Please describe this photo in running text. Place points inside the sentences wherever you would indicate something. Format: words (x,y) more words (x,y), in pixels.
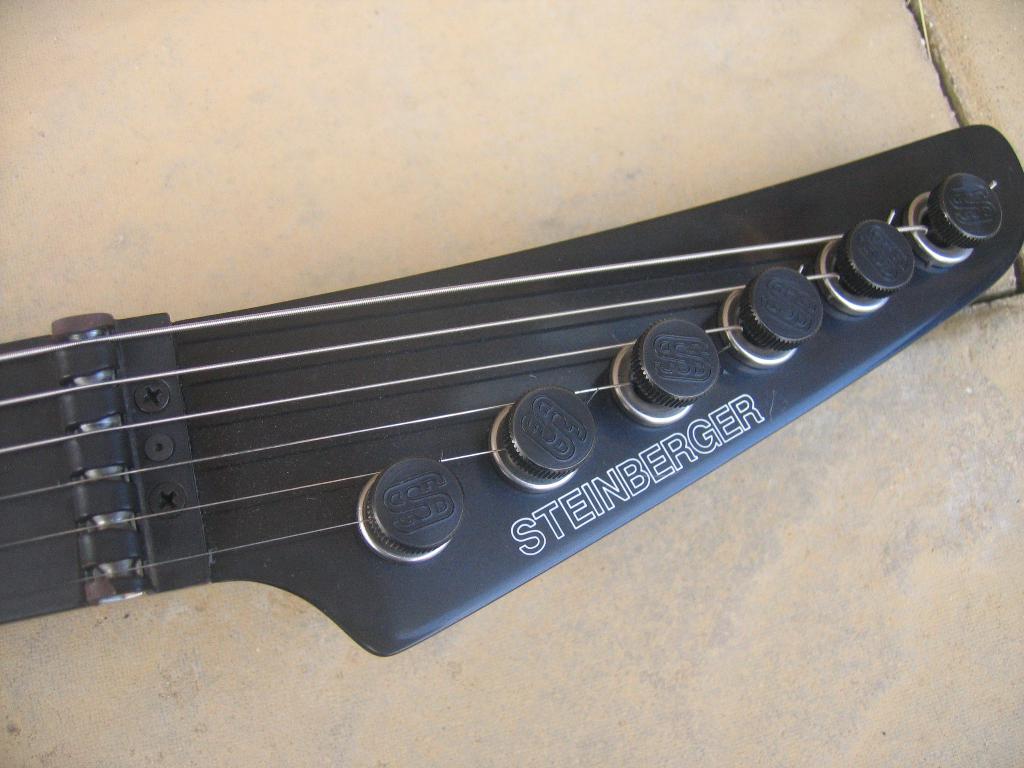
There is a black color guitar (395,391), which is having six strings (176,326) on the floor (303,178).
